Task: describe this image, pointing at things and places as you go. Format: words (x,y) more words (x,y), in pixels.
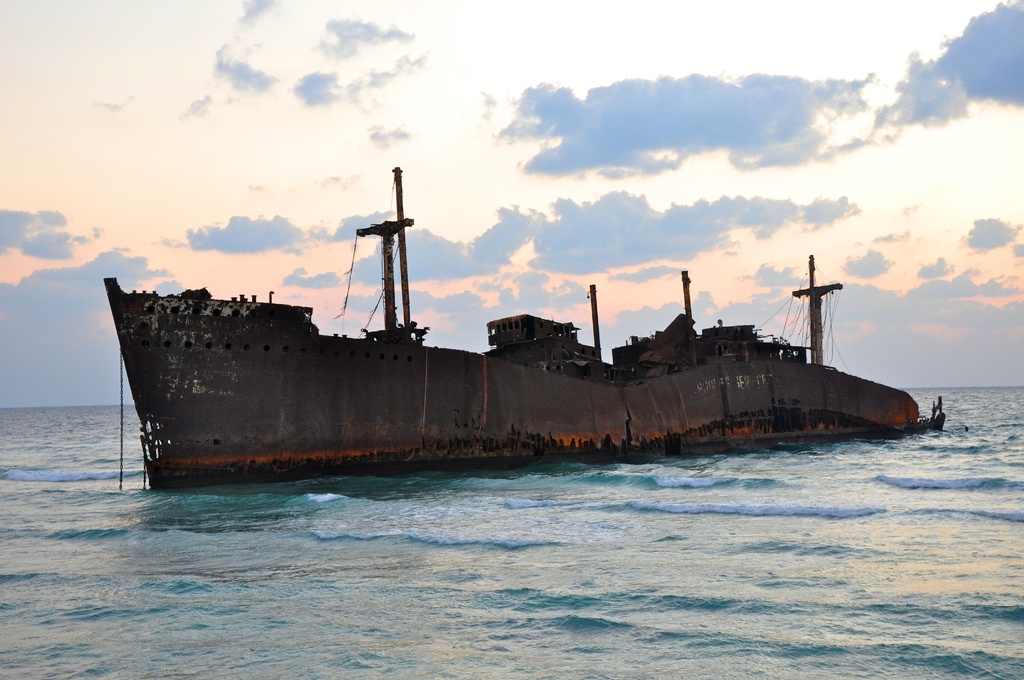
In the center of the image (456,431) we can see a ship (425,395) on the water (504,552). In the background (481,229) there is sky (566,163).
